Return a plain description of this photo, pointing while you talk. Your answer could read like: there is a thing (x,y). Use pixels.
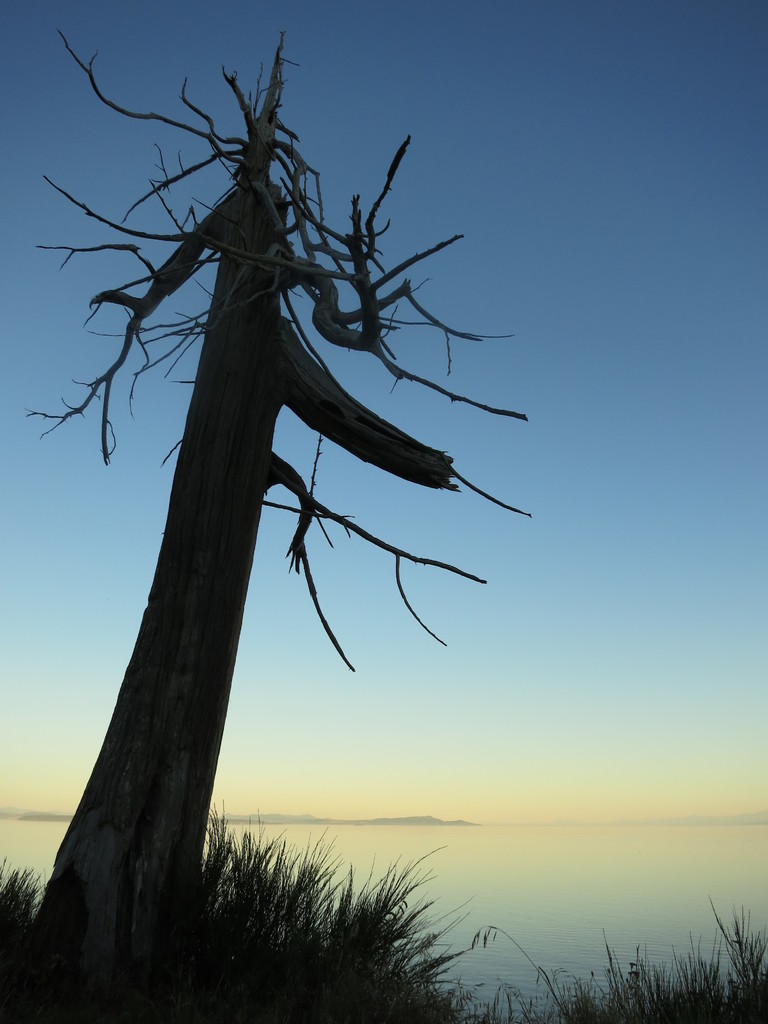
On the left side of the picture (251,395), we see a tree (156,733). At the bottom of the picture (325,902), we see grass (227,982). We even see water (461,864) and this water (565,879) might be in a lake (554,872). At the top of the picture (541,192), we see the sky (373,114), which is blue in color.
